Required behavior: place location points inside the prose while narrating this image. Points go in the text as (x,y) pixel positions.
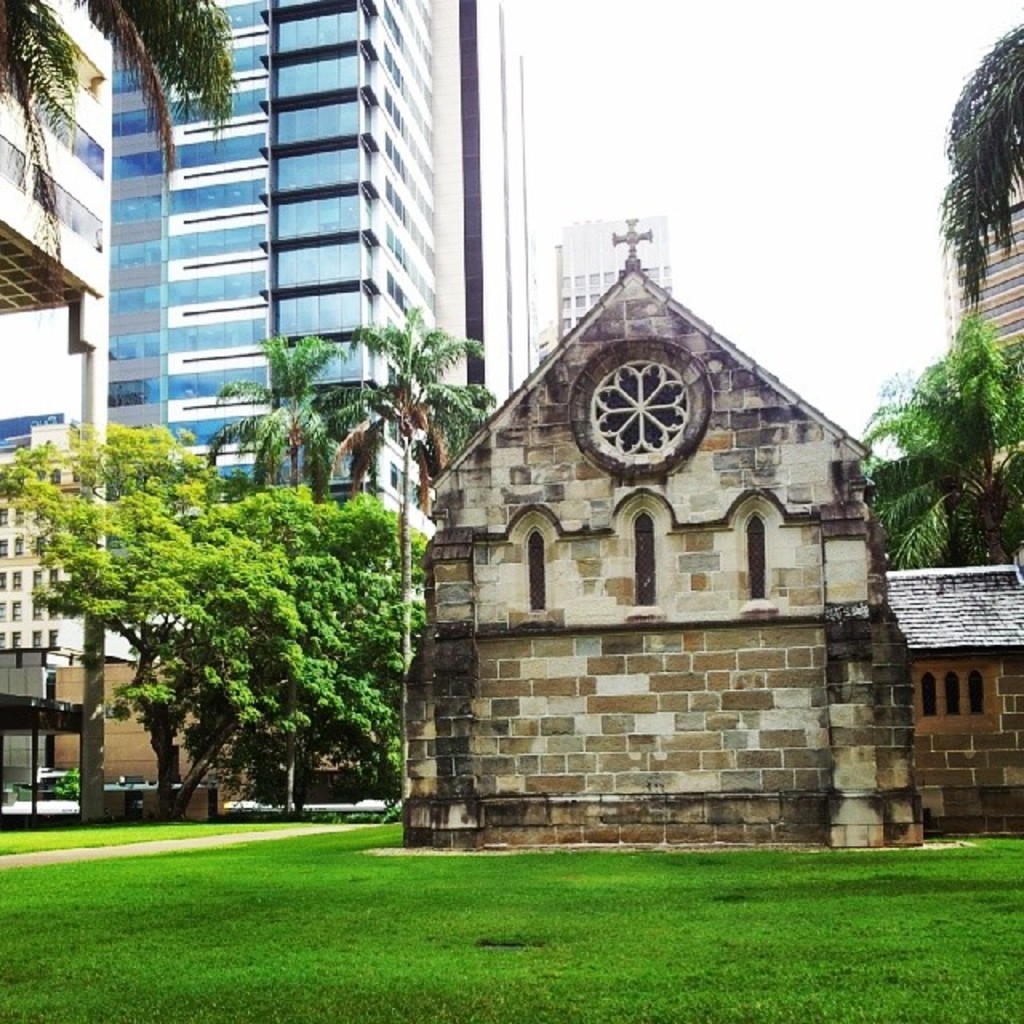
In the image there is a church (668,772) and in front of the church (702,775) there is a garden (50,941), beside the garden (500,878) there are very tall buildings (261,278) and trees (268,621).
